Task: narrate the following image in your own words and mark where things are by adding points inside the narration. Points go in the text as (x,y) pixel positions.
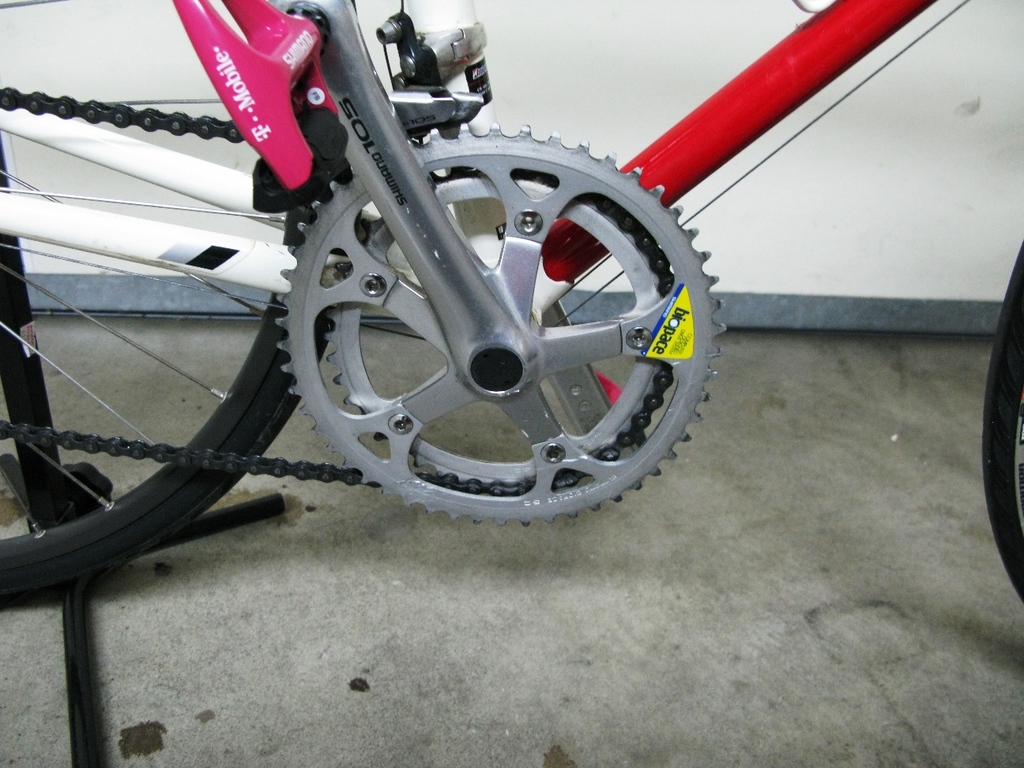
In this image, this looks like a bicycle (445,123) with a chain ring (624,257), wheel (284,331), spokes (55,365) and few other things (415,115) attached to it. This is the wall (813,271).
